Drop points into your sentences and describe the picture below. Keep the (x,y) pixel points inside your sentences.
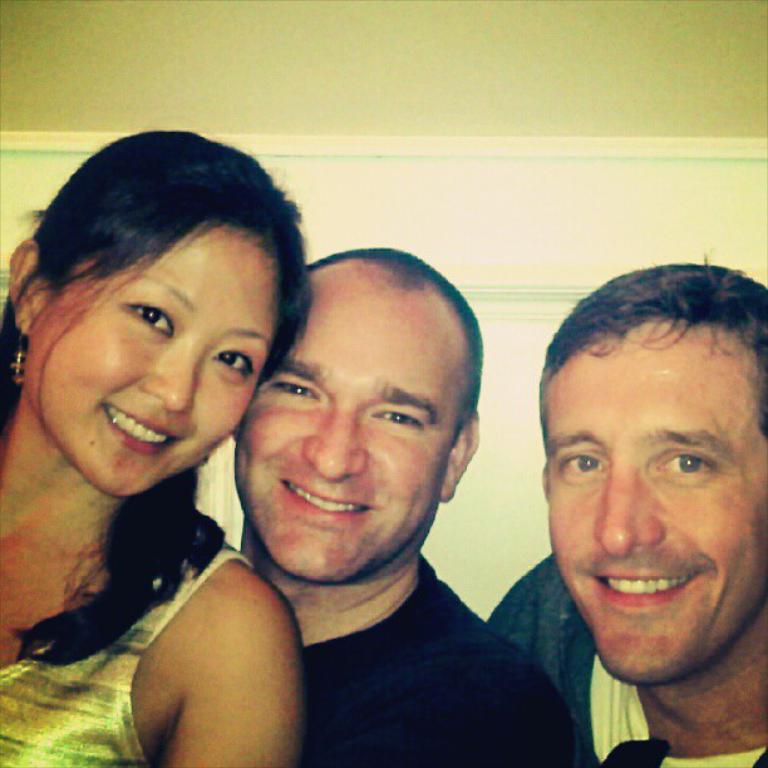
On the left side (126,631), there is a woman (42,493) smiling. Beside her, there is a person (332,292) in a black color T-shirt (421,630), smiling. On the right side (743,710), there is another person (691,591) smiling. In the background (550,331), there is a wall (421,102).
